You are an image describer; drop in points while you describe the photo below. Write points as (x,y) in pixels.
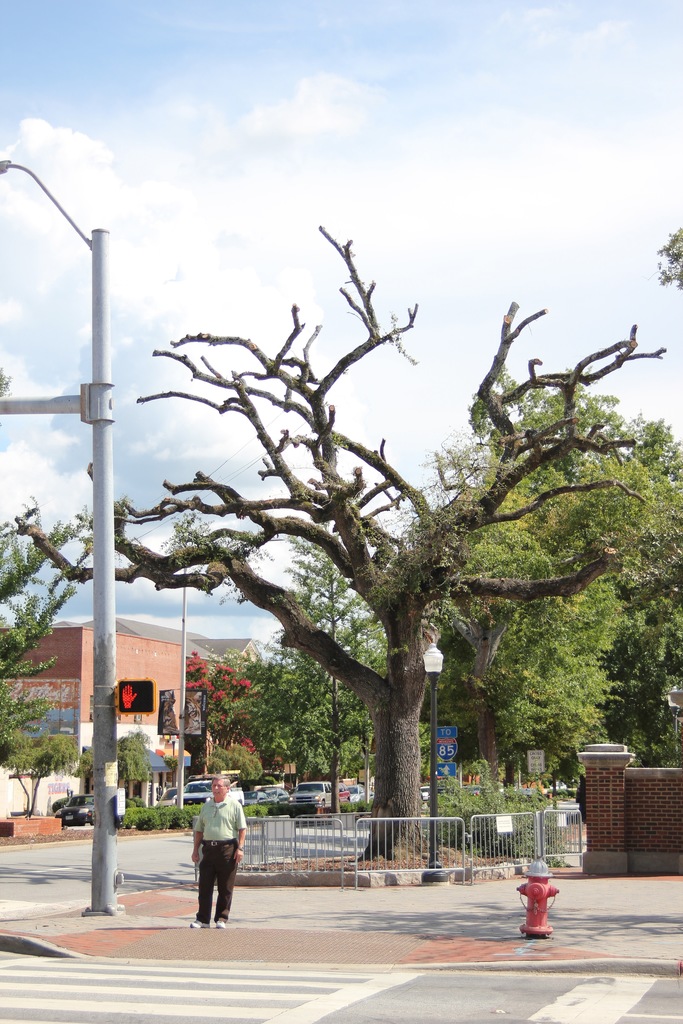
In this picture there is a man (195,846) who is standing near to the street light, pole (105,657) and sign board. At the bottom right corner (531,917) there is a fire hydrant (530,906). Beside that I can see the zebra crossing (271,1006). Behind this man (226,812) I can see the fencing (493,847), plants (485,798), trees (409,798) and grass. On the left (72,801) I can see many cars (316,785) on the road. Beside that I can see the building (84,691). At the top (361,34) I can see the sky (326,139) and clouds (433,183).
